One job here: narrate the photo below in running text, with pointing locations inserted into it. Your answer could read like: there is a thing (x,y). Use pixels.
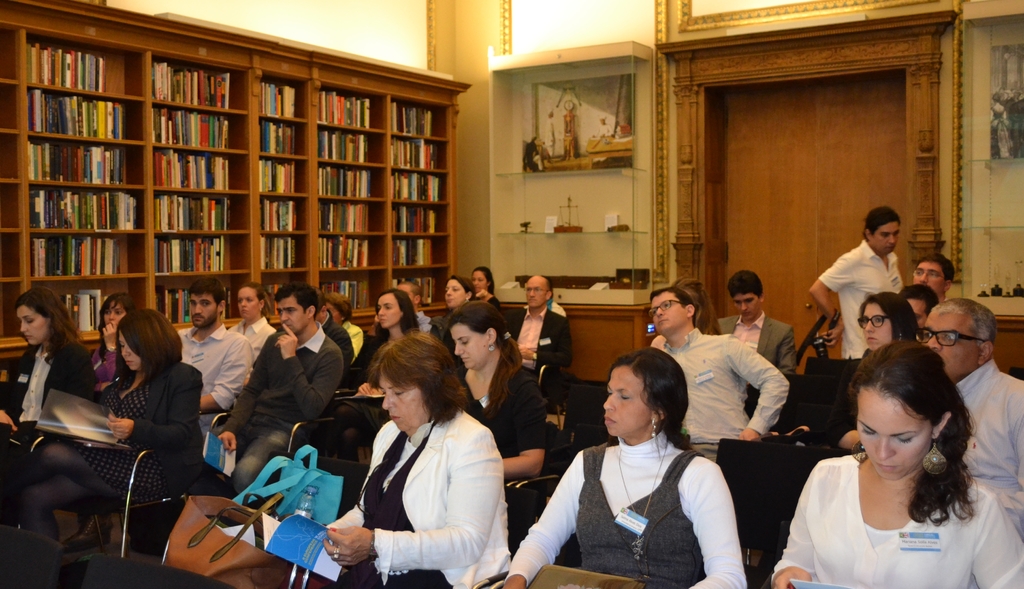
In the picture I can see few persons (475,427) sitting in chairs (769,438) and there is a person (860,275) standing and holding a camera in his hands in the background (869,260) and there is a book shelf (133,159) in the left corner (119,160) and there are few other objects (604,125) in the background (586,130).
